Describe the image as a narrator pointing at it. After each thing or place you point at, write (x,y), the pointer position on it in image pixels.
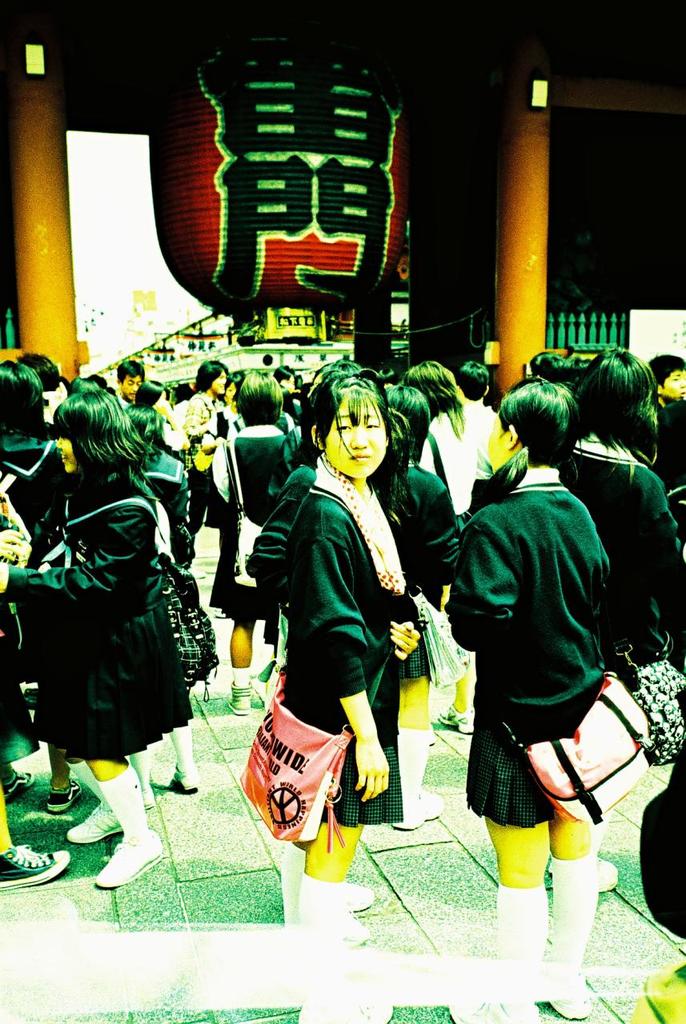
In this image we can see a group of people (343,703) standing and wearing the bags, there are some pillars (536,166), grille (561,316) and some other objects (216,90).
